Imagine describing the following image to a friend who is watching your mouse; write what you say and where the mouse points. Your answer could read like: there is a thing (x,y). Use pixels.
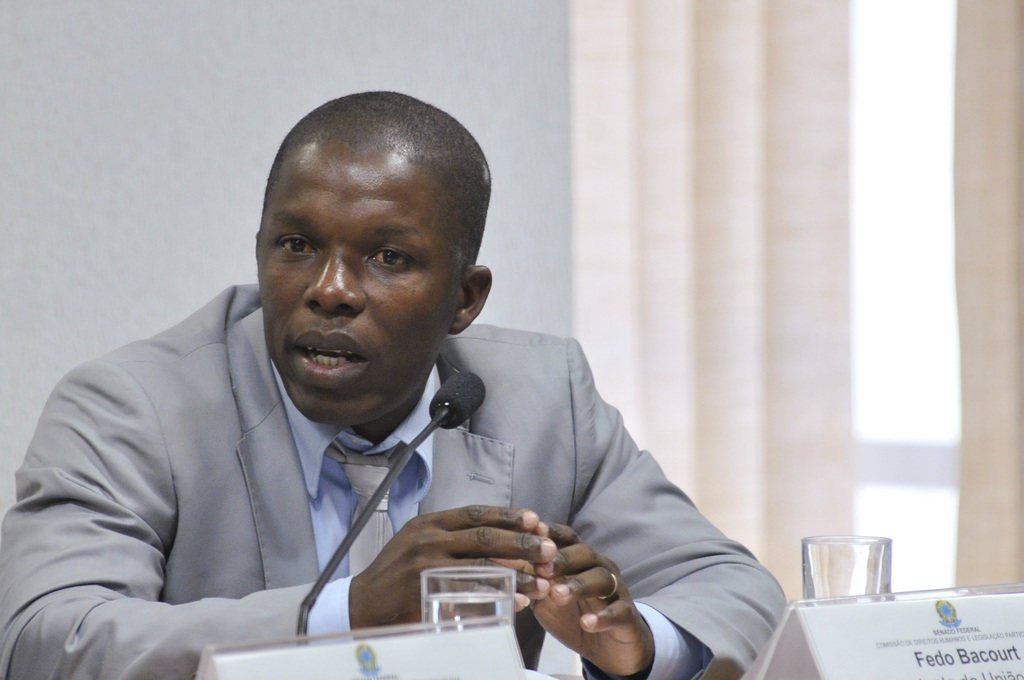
In the picture we can see a man (579,539) sitting near the desk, he is in a blazer (168,624), tie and shirt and on the desk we can see two glasses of water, name boards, and a microphone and in the background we can see the wall (529,226).
